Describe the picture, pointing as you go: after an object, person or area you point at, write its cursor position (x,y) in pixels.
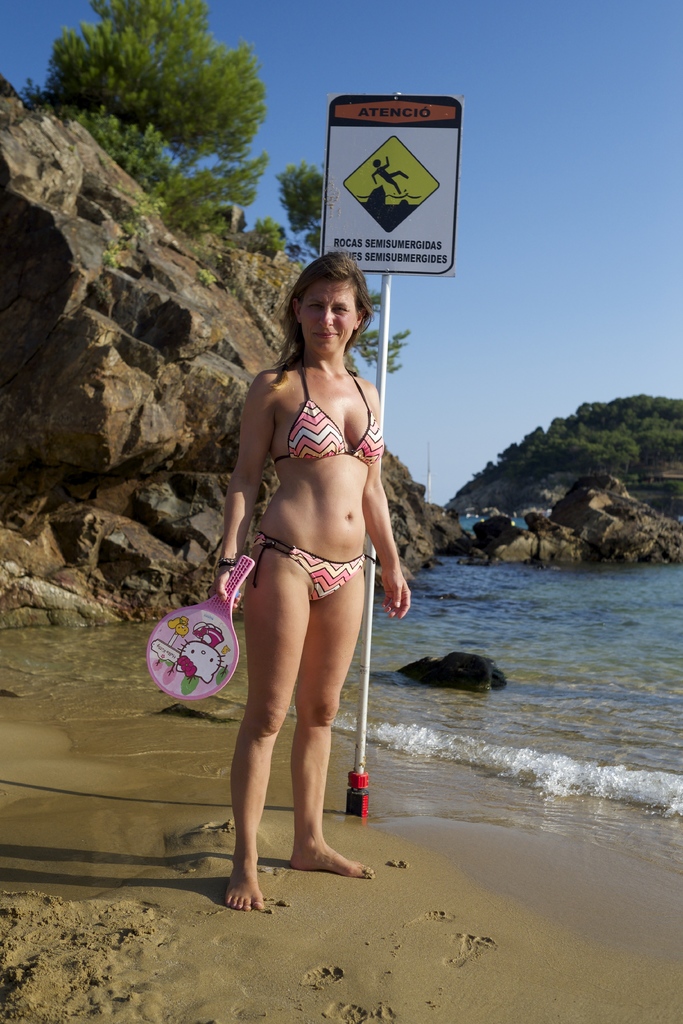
In the image I can see a girl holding bat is standing on the sand (291,902) behind her there is a board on the pole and the sea (395,746), also there is a rock mountain (67,367) with so many trees (572,419).
